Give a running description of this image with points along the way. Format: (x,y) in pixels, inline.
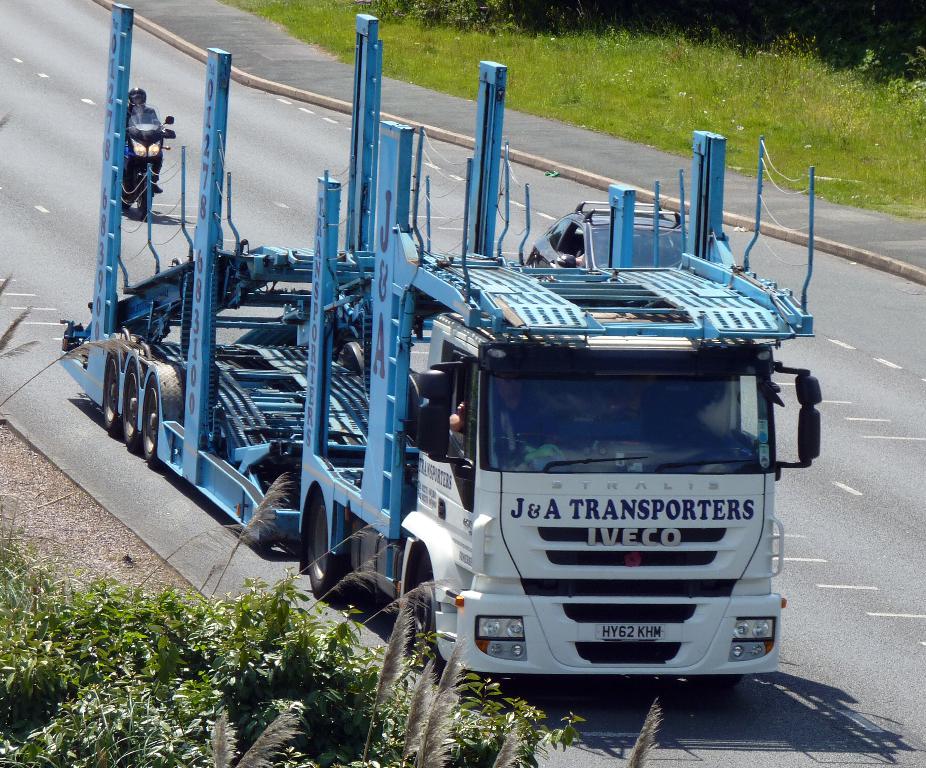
In this image I can see a vehicle (497,546) which is white, blue and black in color on the road (68,160). I can see a person (497,406) in the vehicle (535,408), another car (609,221) and a person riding a motorbike (138,137) on the road (83,164). I can see some grass (528,43) and few trees (612,5) on both sides of the road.
